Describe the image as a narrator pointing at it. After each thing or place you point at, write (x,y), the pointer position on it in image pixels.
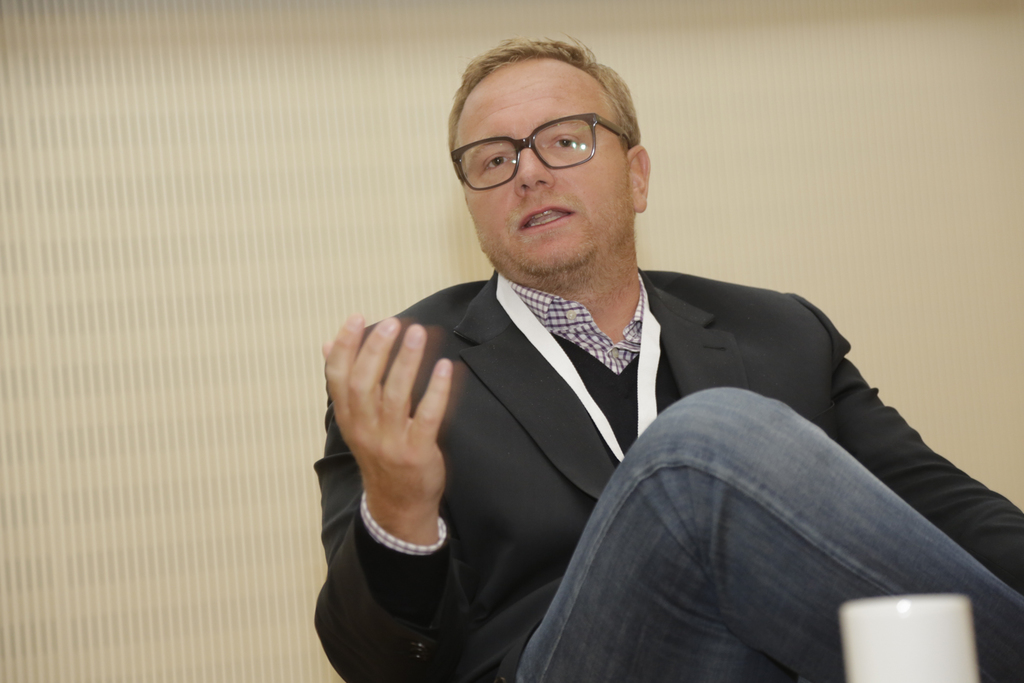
In this picture I can observe a man (492,352) in the middle of the picture (529,394). He is wearing coat (347,510) and spectacles (579,153). In the background (84,354) I can observe wall (973,175).
